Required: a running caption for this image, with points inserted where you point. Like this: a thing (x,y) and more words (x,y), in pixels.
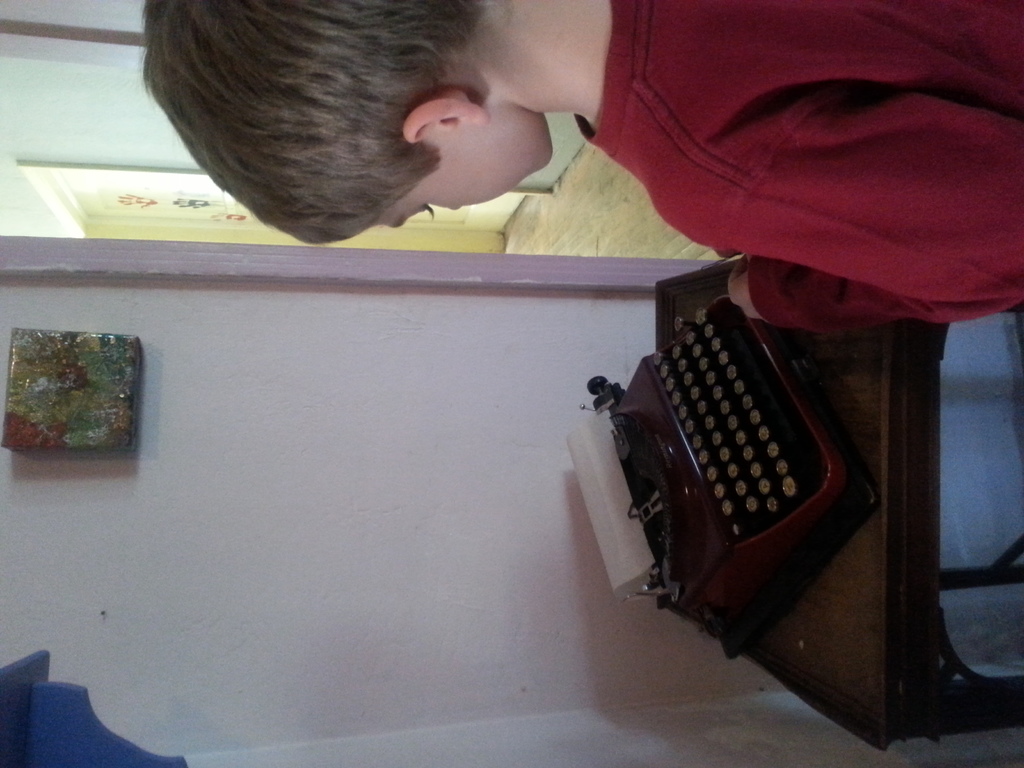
In the image we can see a boy (791,122) wearing clothes (834,174). In front of the boy (856,179), there is a stool (860,536), on the stool (820,611) there is a typewriter machine (773,545). Here we can see wall (493,328), floor (569,245) and a door (125,211).
